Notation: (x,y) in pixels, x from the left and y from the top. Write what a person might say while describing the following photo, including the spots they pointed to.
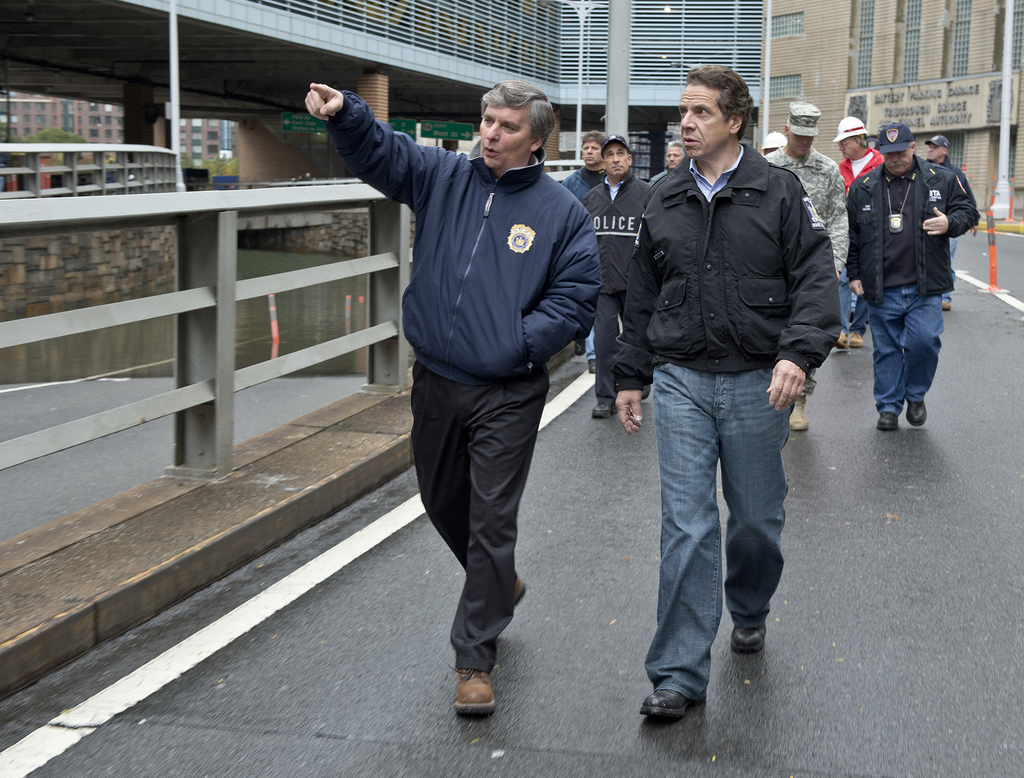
In this image we can see so many people (705,294) are walking on the road (653,744). Left side of the image (263,320) water body (290,310) is present. Background of the image (895,67) buildings (651,73) are there. One man (499,434) is wearing blue color jacket (481,363) and black pant (468,486). The other one (711,253) is wearing black shirt (721,342) with jeans (716,455).
